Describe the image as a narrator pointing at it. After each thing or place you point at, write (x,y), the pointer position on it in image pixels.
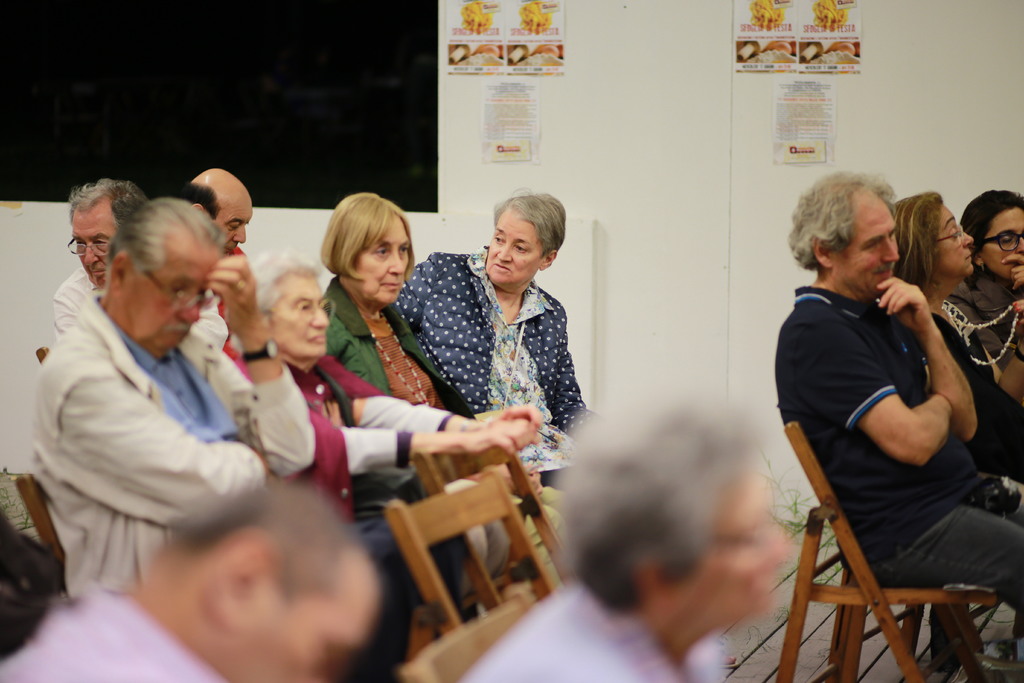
in this picture there are group of people (314,435), they are sitting on chairs (525,485) and facing at the right side of the image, it seems to be they are listening to the speech.
